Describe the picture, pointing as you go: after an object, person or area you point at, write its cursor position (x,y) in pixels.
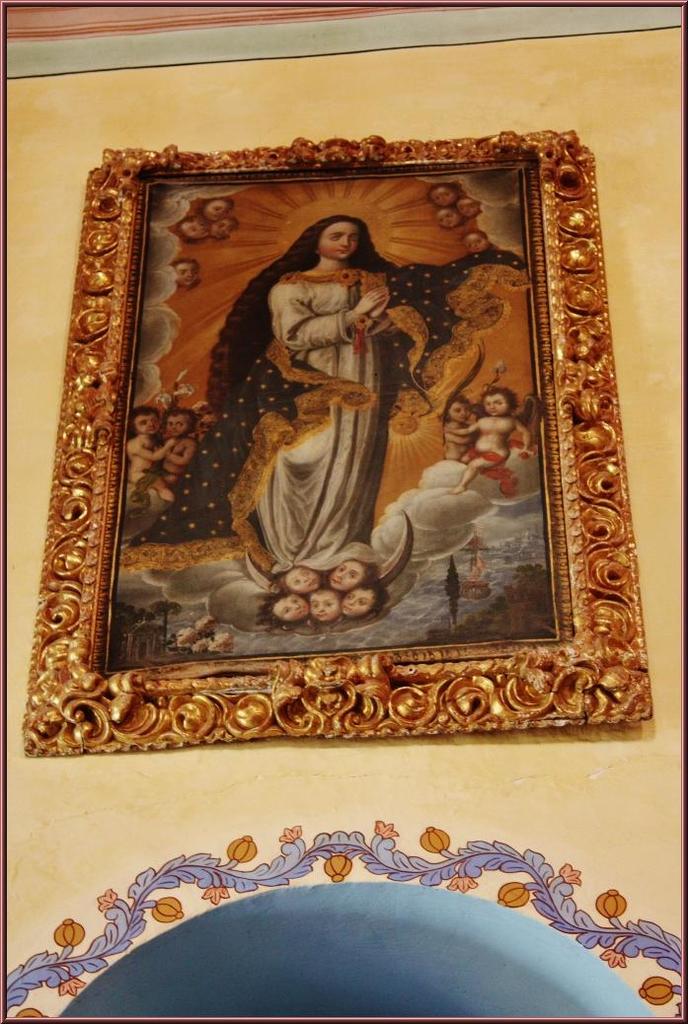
In this image there is a photo frame (400,450) on the wall (17,749). In that a woman (407,368) is standing, she wore white color dress (380,420). On the right side (483,434) there is a baby (522,426).
